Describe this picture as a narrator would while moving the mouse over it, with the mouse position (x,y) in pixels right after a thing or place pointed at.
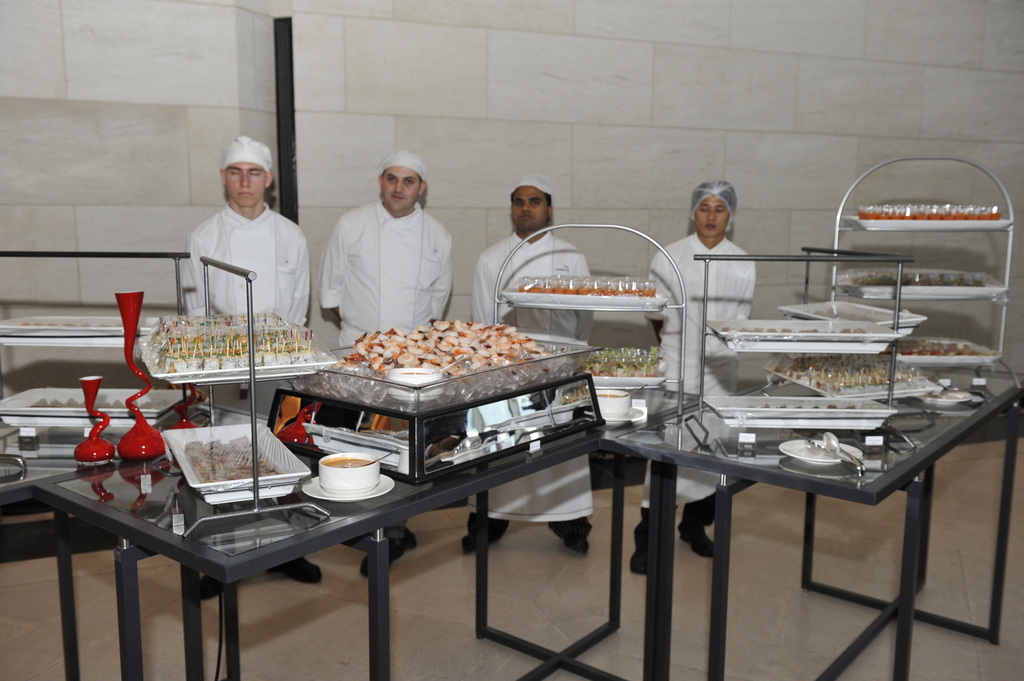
In this picture I can observe some food (453,333) placed in the plates (777,343). These are placed on the tables (310,465). I can observe four members (285,273) who are wearing white color dresses (396,252) and caps (257,157) on their heads (264,170). In the background (380,101) there is a wall (462,130).
